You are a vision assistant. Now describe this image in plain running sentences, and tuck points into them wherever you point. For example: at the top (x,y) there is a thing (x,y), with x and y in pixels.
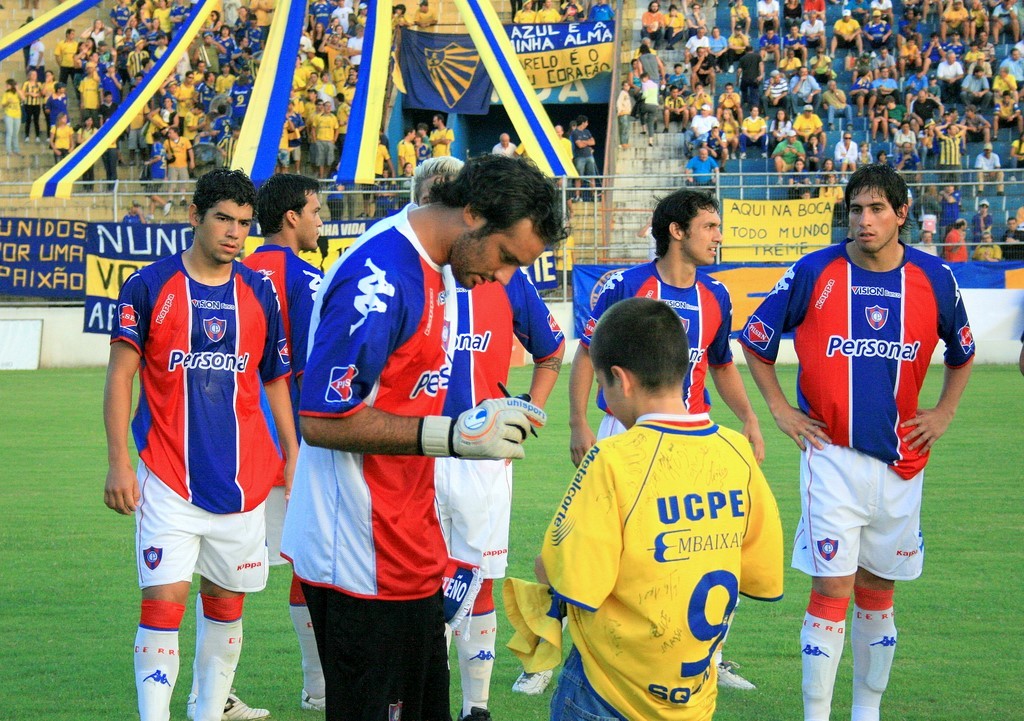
There is a group of persons (420,414) standing on the ground (515,537) as we can see at the bottom of this image (507,533). We can see a fence (603,239) and a ground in the background (719,263).
